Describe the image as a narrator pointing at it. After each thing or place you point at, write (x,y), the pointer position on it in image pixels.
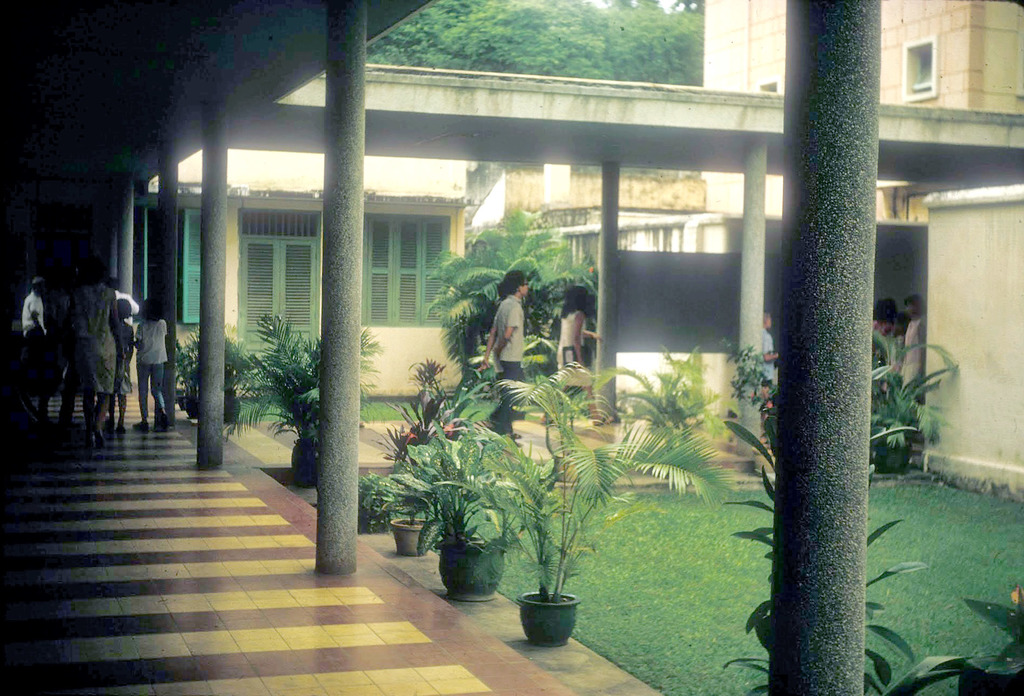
In this image, we can see some plants (540,475), persons (72,329), pillars (174,338) and buildings (527,187). There are trees (518,61) at the top of the image (627,9).
